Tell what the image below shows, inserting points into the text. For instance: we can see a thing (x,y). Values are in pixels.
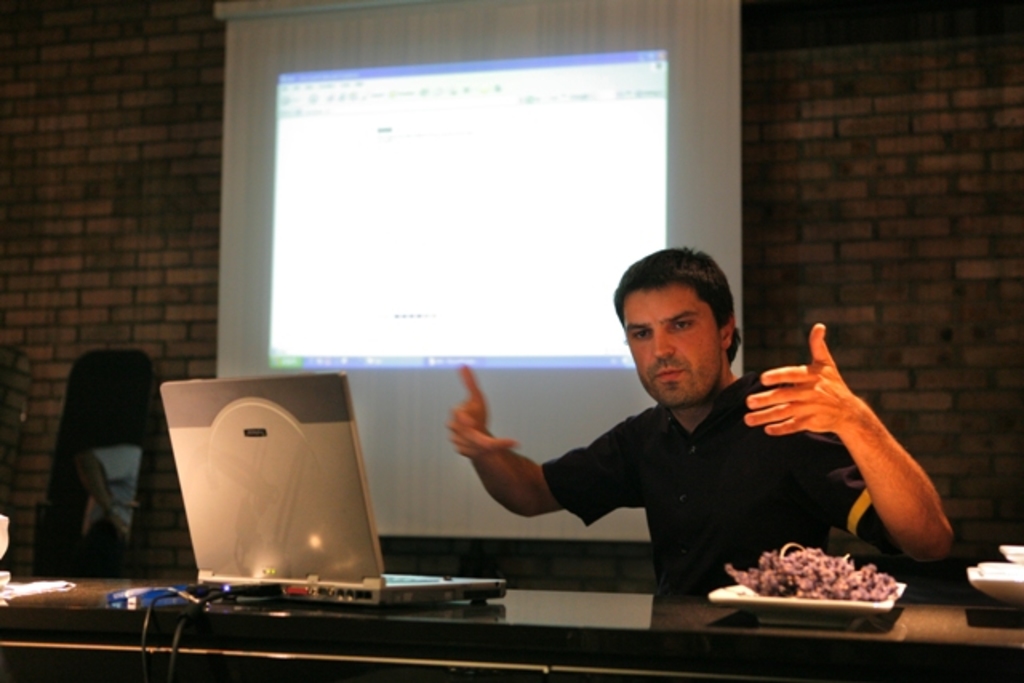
In this image, we can see a laptop (213,553) with cables (185,592) and there is food (848,595) on the plate (885,606) and we can see some other objects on the table (589,625). In the background (515,496), there is a person (669,360), screen (583,137) and we can see a wall (903,294). On the left (111,426), there is an object (80,434) which is in black color.
